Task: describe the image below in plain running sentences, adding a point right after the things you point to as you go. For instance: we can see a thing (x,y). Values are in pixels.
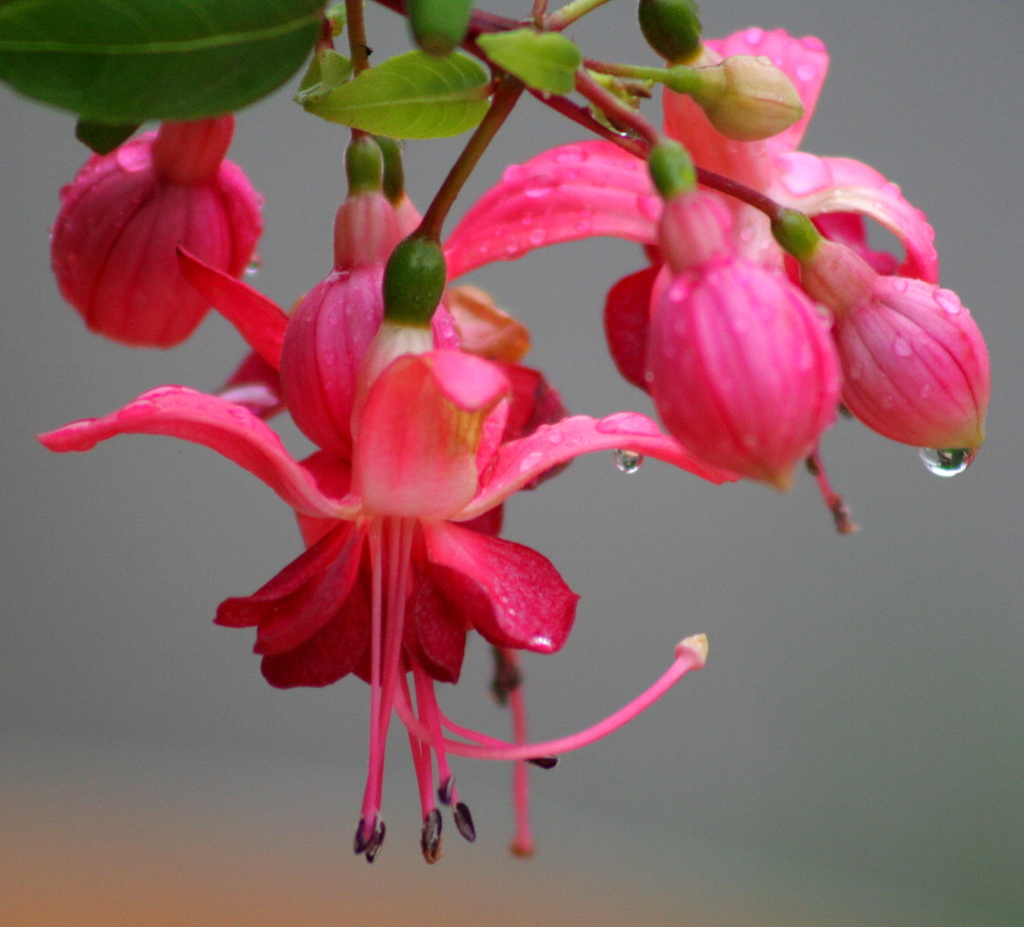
In this image I can see few flowers (164,412) in pink color and I can also see few leaves (159,30) in green color and I can see the blurred background (109,906).
